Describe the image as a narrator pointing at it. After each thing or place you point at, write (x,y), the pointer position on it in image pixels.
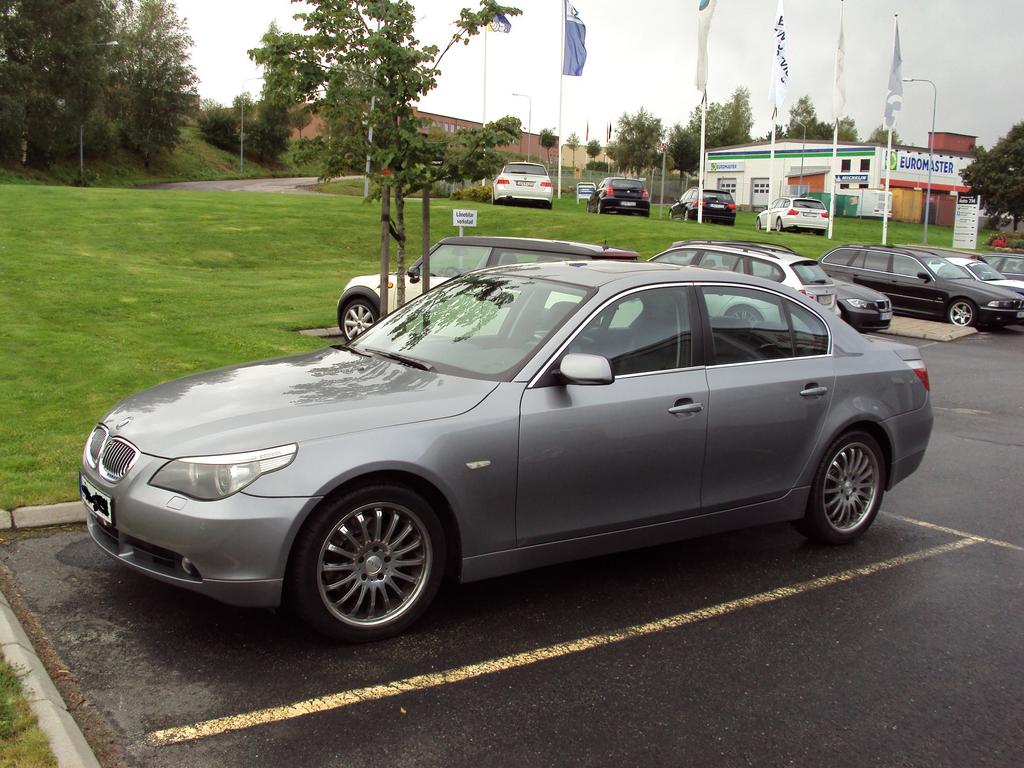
In this image, we can see vehicles (580,243) and in the background (106,133), there are trees (745,125), flags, sheds (786,150), buildings (524,152) and we can see boards (959,227) and poles (832,178). At the bottom (562,643), there is road (698,614) and ground (170,261) and at the top (619,31), there is sky (607,54).
